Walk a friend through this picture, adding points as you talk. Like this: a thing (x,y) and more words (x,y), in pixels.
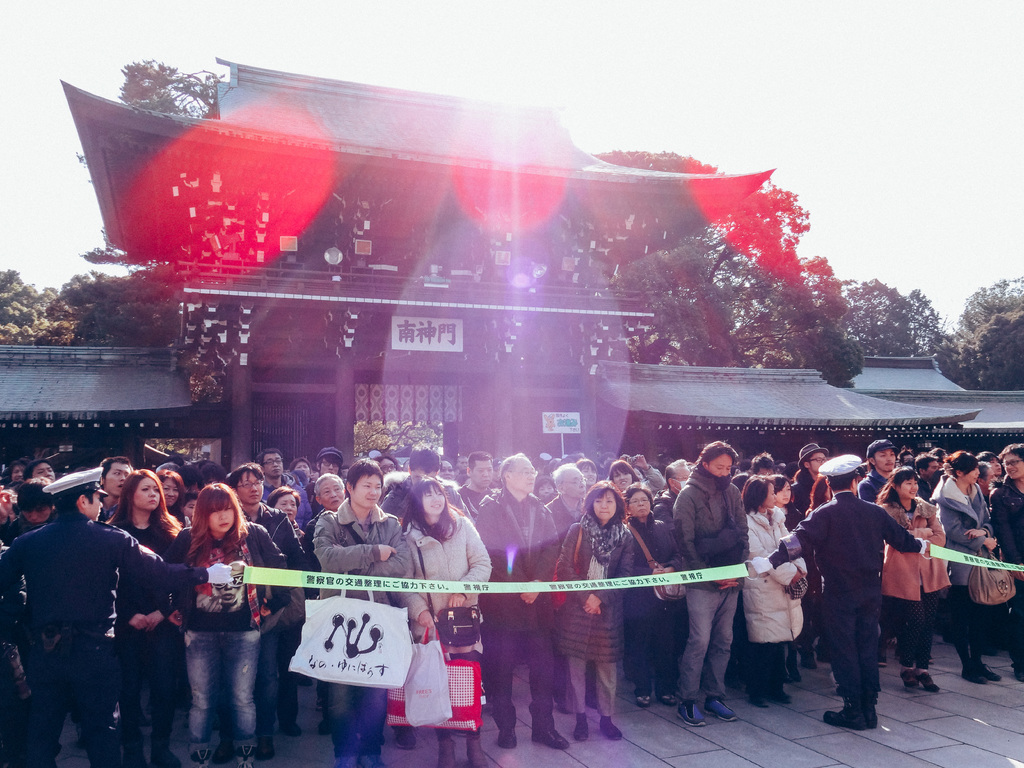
In this image we can see many people (547,581) and few people (465,575) are carrying some objects (376,634) in their hands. There are few houses (577,241) in the image. We can see the sky (862,155) in the image. There are many trees (151,309) in the image.
